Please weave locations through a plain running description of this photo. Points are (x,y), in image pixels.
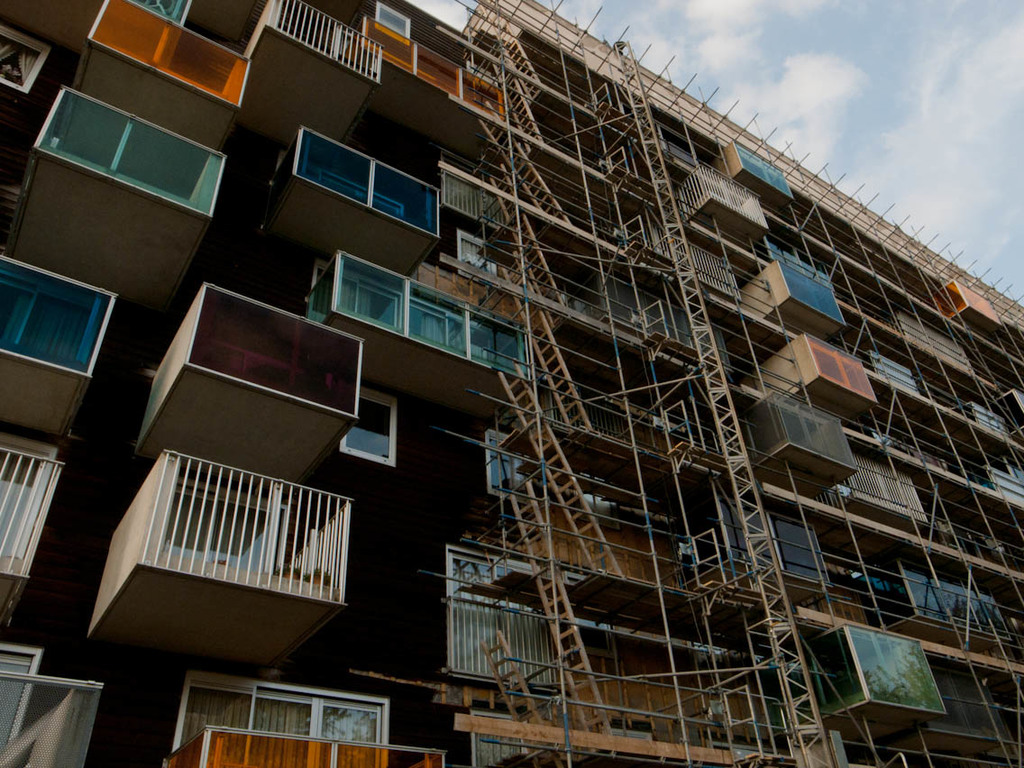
In this picture we can see a building (404,638) under construction and also we can see the rods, ladders (568,404), windows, balconies (227,648). In the top corner (766,70) we can see the clouds (756,88) in the sky (1021,53).
